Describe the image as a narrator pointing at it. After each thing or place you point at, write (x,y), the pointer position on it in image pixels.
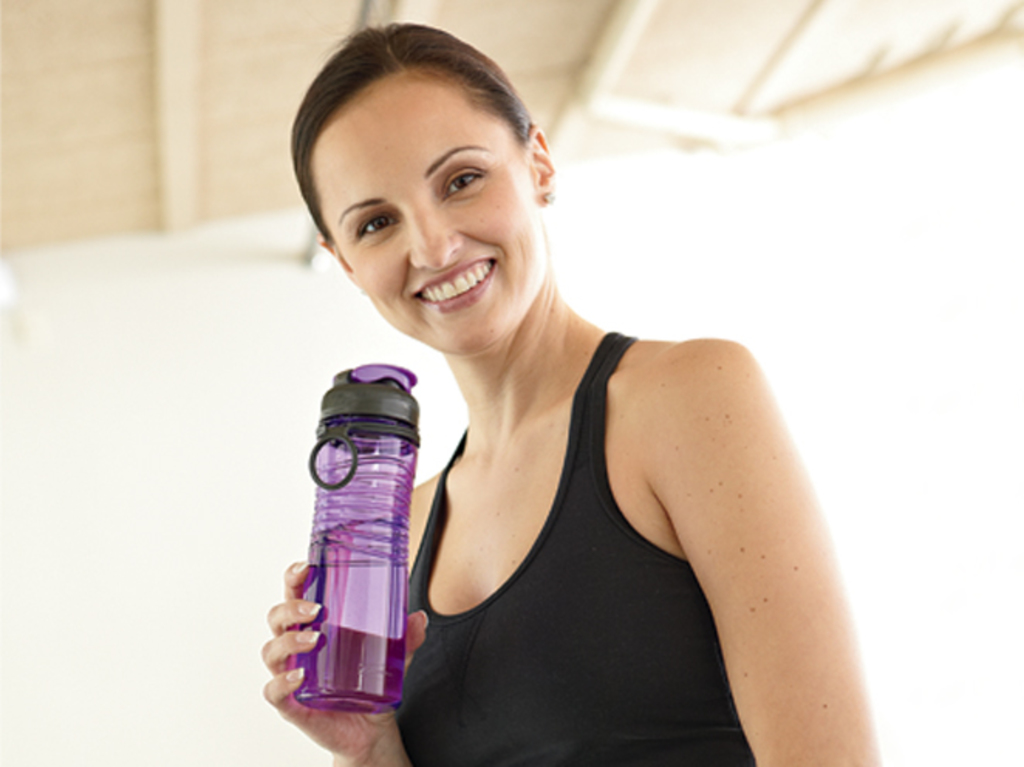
In this image, woman (617,577) in black color. She hold a water bottle (368,585) in his hand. And back side, we can see a roof (184,89) cream color one.
